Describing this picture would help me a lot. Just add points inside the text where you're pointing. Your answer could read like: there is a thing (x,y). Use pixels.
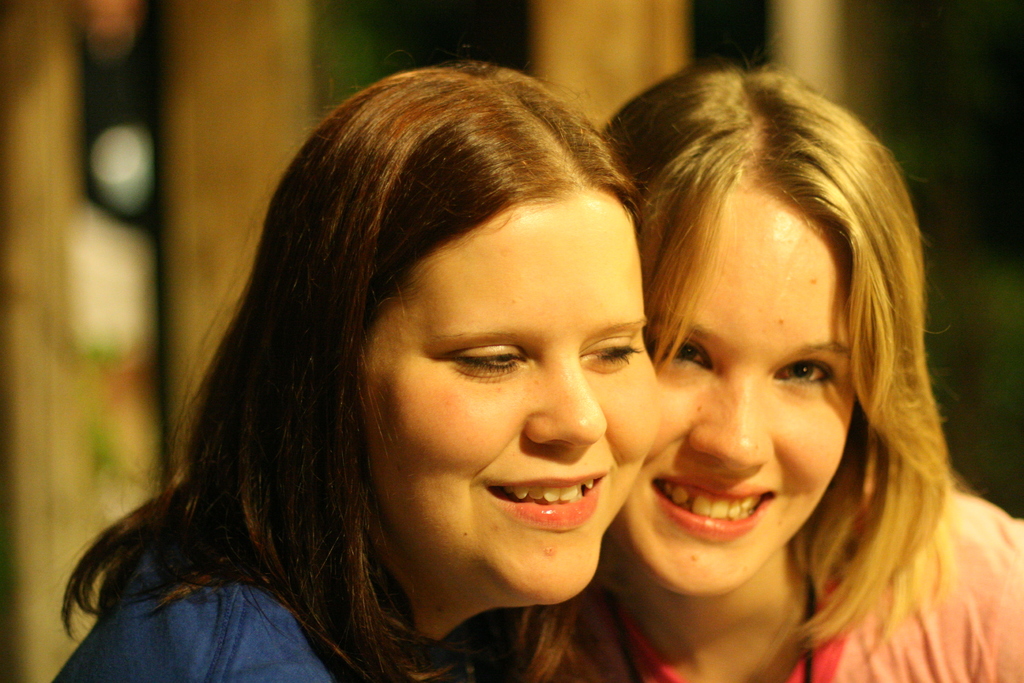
In this image, we can see two ladies (600,385) smiling and in the background (239,84), there are lights (131,166) and we can see a wall (639,43).
